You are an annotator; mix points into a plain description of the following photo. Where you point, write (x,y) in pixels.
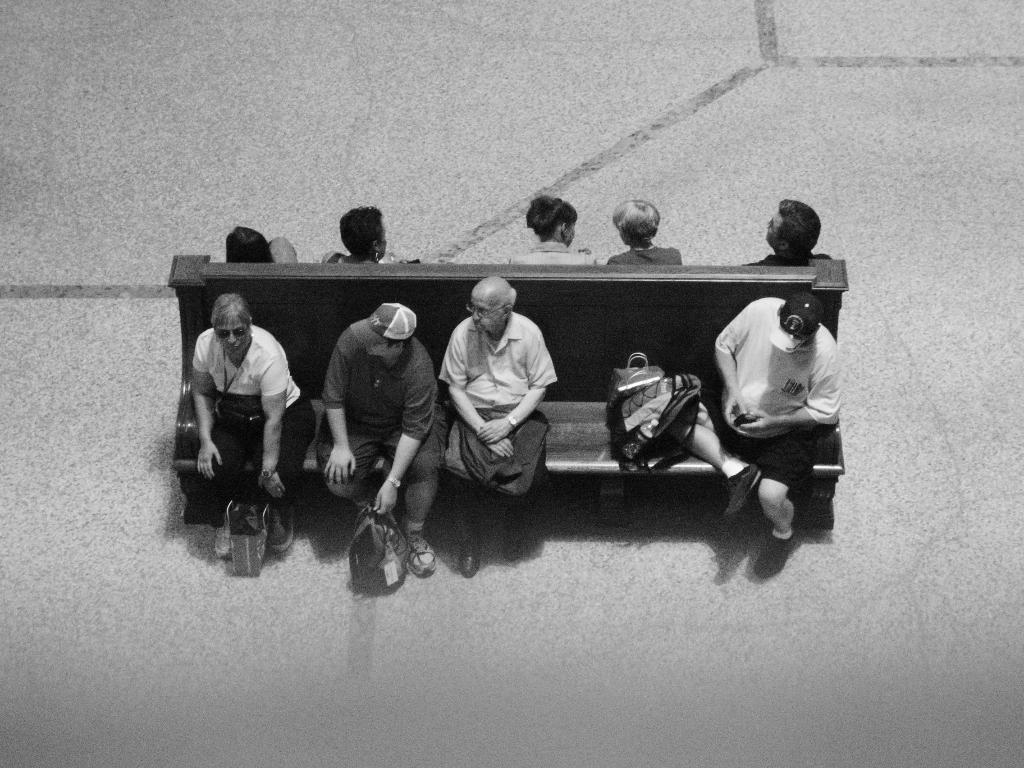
In this picture we can see a few people (231,442) sitting on a bench (576,442). There are bags (620,386) visible on this bench (578,404). We can see a bag (235,516) on the path (124,621).
